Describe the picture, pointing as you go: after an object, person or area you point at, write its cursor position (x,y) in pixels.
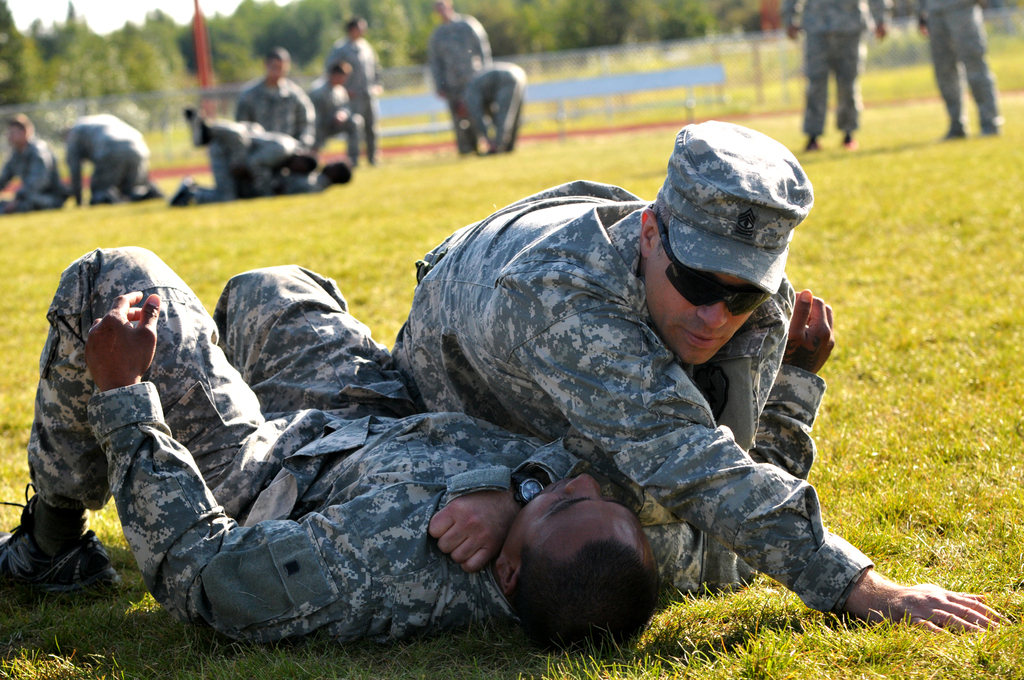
In this image I can see few people (259,441) are on the ground (521,138). These people (289,173) are wearing the military uniforms (293,300) and I can see one person (677,303) with the goggles (718,290). In the background (75,54) I can see the railing (49,134), flags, many trees (130,26) and the sky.
